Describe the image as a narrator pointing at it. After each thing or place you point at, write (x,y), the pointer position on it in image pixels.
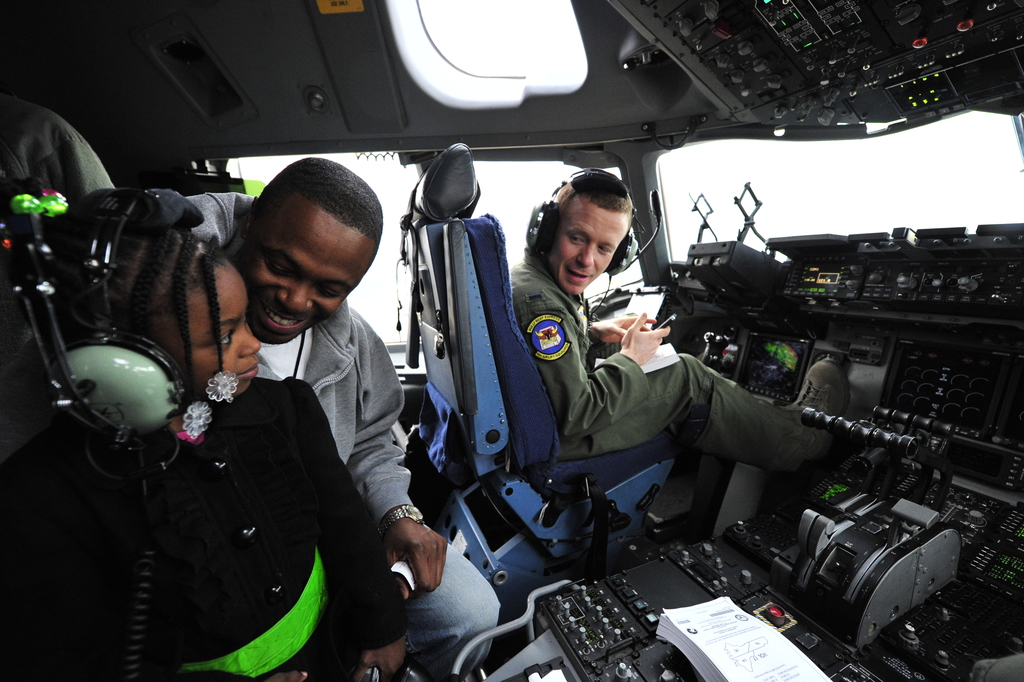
In this picture there is a inside view of the plane cockpit (422,350). In the front (339,406) there is a man (334,378) sitting on the seat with small girl (219,496) wearing a black dress (295,556). Behind there is a Pilot (531,328) who is looking and smiling on them. On the top (792,35) there are some navigation buttons (835,116) and throttle lever (829,426) in the front (931,509) bottom side.
